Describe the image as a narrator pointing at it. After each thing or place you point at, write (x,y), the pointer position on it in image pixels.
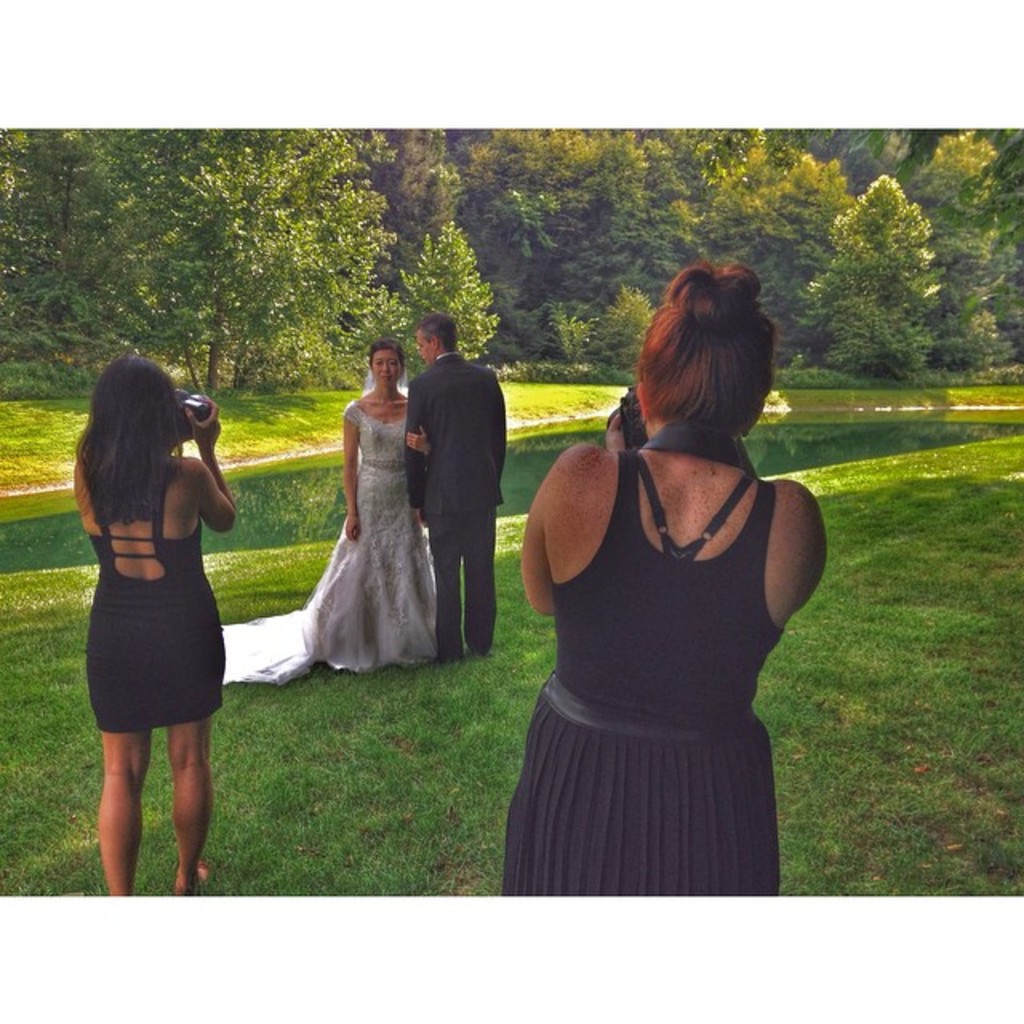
In this picture we can see a group of people (308,621) standing on the ground (446,701) and we can see water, trees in the background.
